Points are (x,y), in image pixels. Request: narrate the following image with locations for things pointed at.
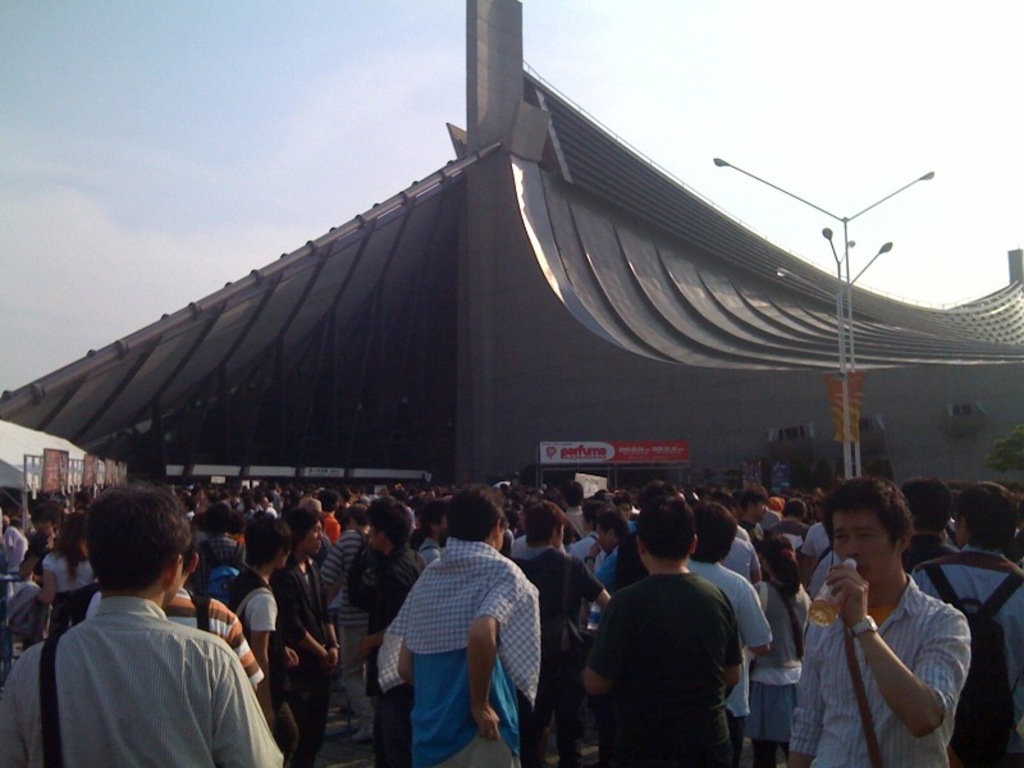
In the center of the image (618,500) there are many people (134,501) standing. At the background of the image (461,432) there is a building (474,168). There are street lights (854,440) in the image.
